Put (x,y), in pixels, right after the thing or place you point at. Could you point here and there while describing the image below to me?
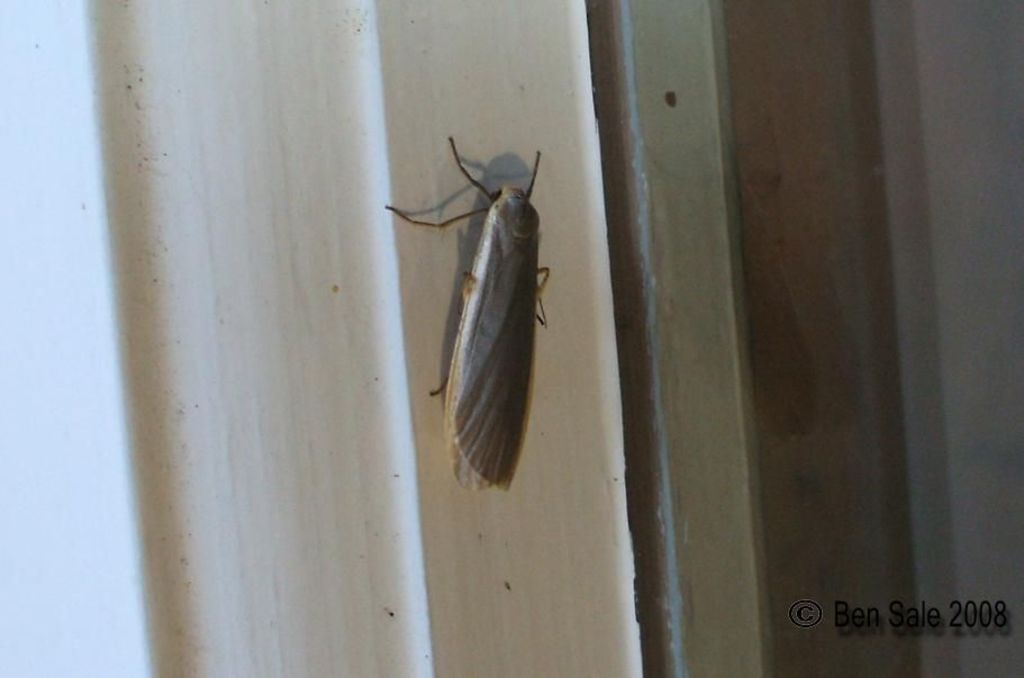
In this image there is an insect (486,317), at the background of the image (493,180) there is a wall (389,278) truncated, there is text (891,612) and number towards the bottom of the image (916,614).
